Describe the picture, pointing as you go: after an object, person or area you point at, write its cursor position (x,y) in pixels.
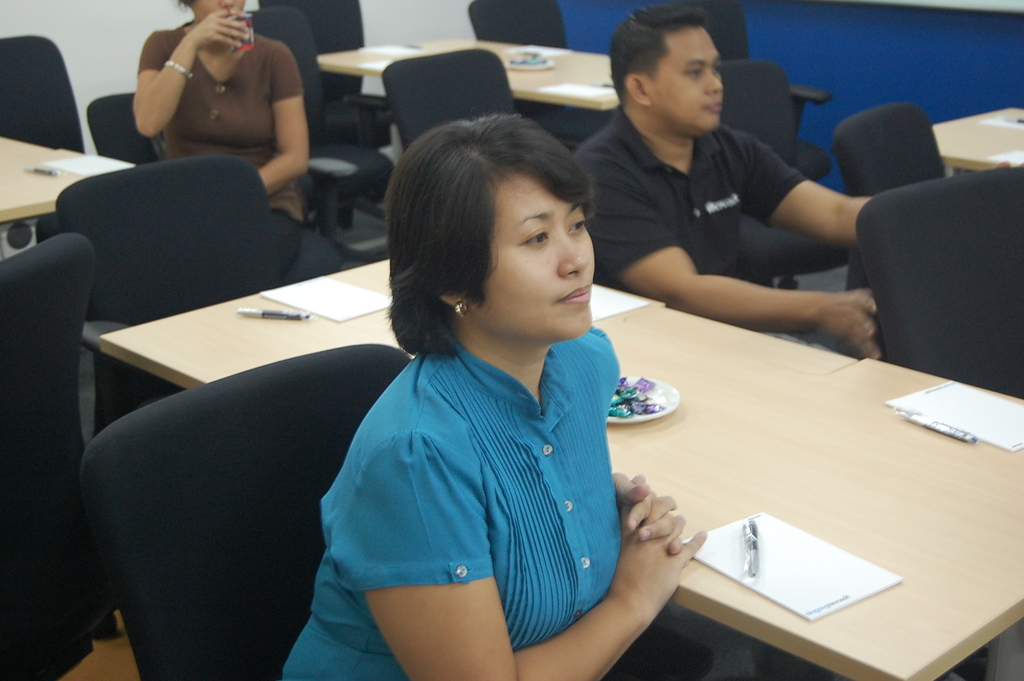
There are three people (521,168) sitting in a black chair (155,145) and there is a table (747,406) beside them which has papers (799,544) and some other objects (649,388) on it.
